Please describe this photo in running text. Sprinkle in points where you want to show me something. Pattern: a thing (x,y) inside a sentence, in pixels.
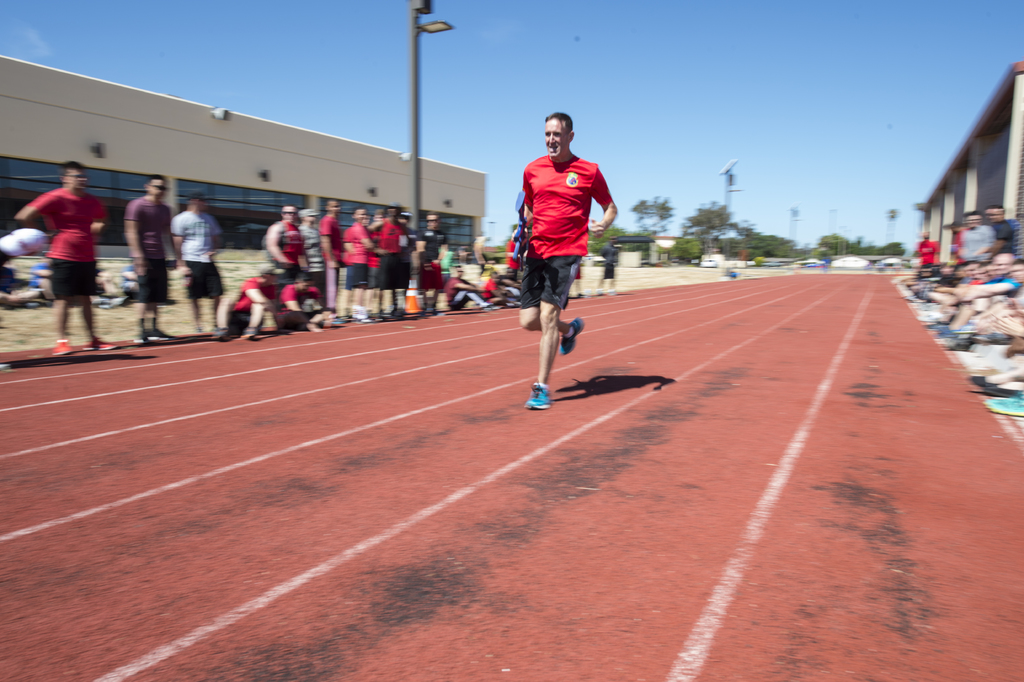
In this image we can see a man (553,336) running on the ground (290,350) and some are sitting and standing on the ground (883,295). In the background (657,214) there are buildings (486,204), street poles (416,6), street lights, trees (666,204) and sky (691,131).
